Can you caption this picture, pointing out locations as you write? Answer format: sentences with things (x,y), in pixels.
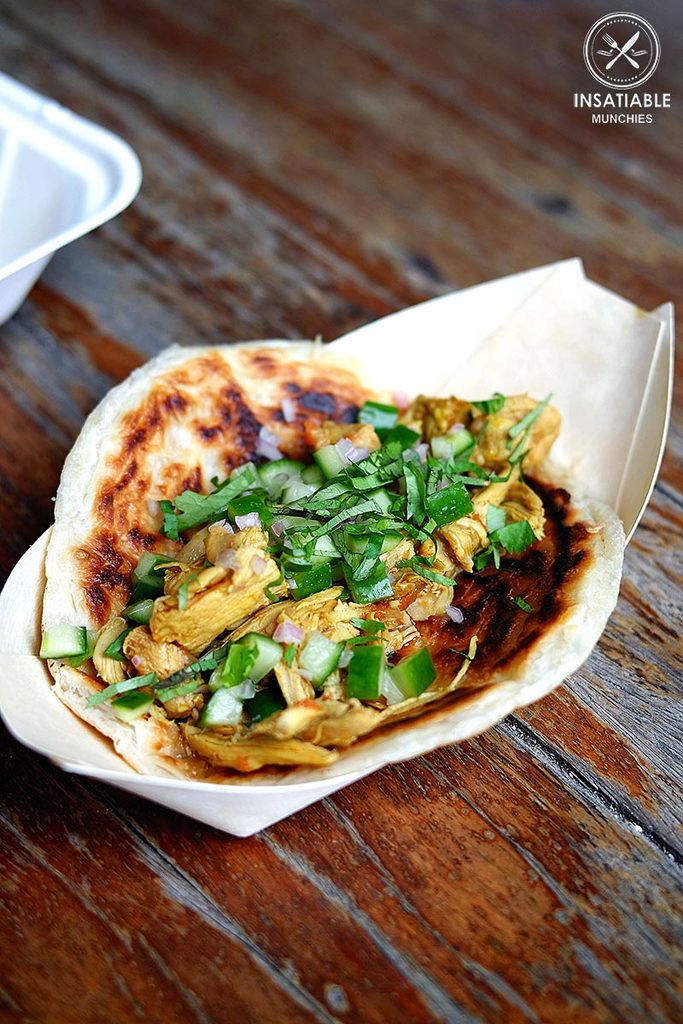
This is a zoomed in picture. In the center (250,358) there is a white color platter (573,298) containing a food item (263,573) and the platter (471,353) is placed on the top of the wooden table (506,875). On the left corner (62,126) there is a white color object (112,209) placed on the table (164,268). At the top right corner (632,28) there is a watermark (621,29) on the image.
